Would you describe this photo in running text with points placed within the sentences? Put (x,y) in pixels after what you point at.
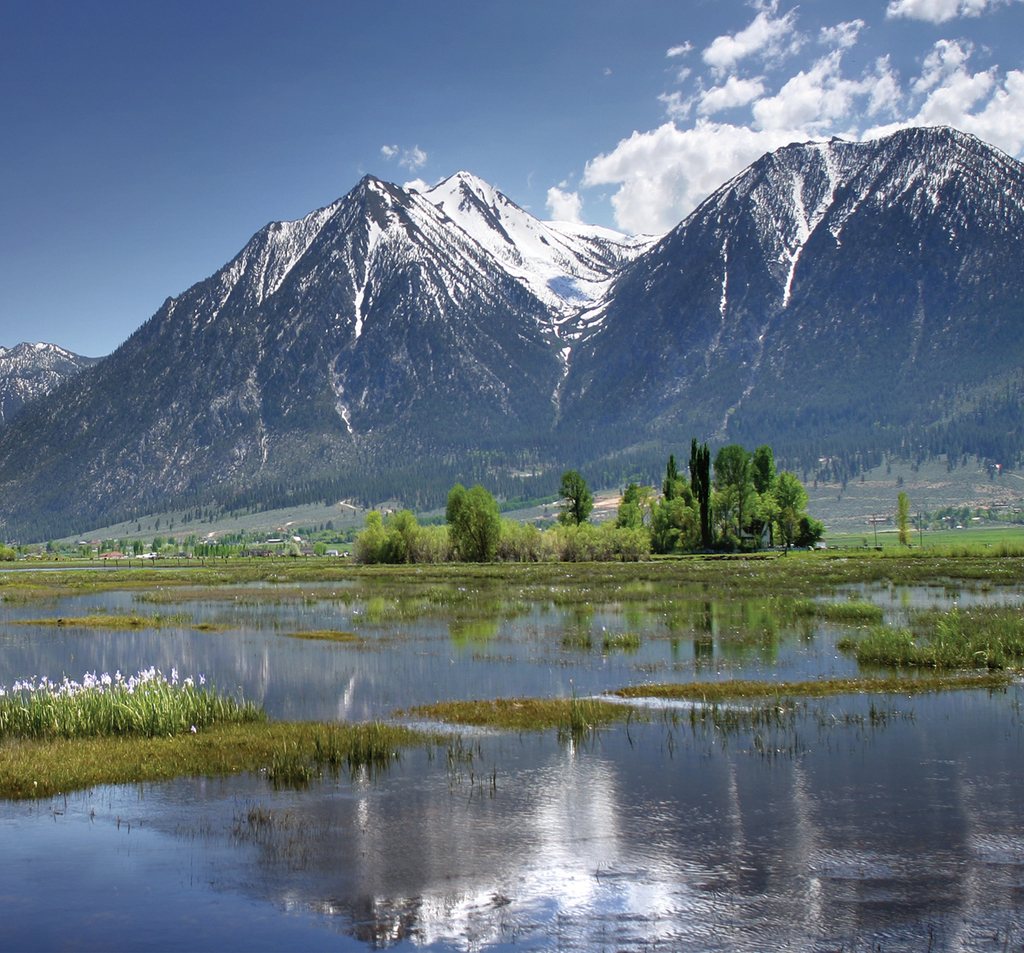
In the picture we can see a water (657,911) and a grass plant (353,751) in the water (670,699) and in the background (96,559), we can see some plants (657,511), trees (492,496), mountains (337,266) and snow (560,270) on it and we can also see a sky (578,147) with clouds (670,142).
